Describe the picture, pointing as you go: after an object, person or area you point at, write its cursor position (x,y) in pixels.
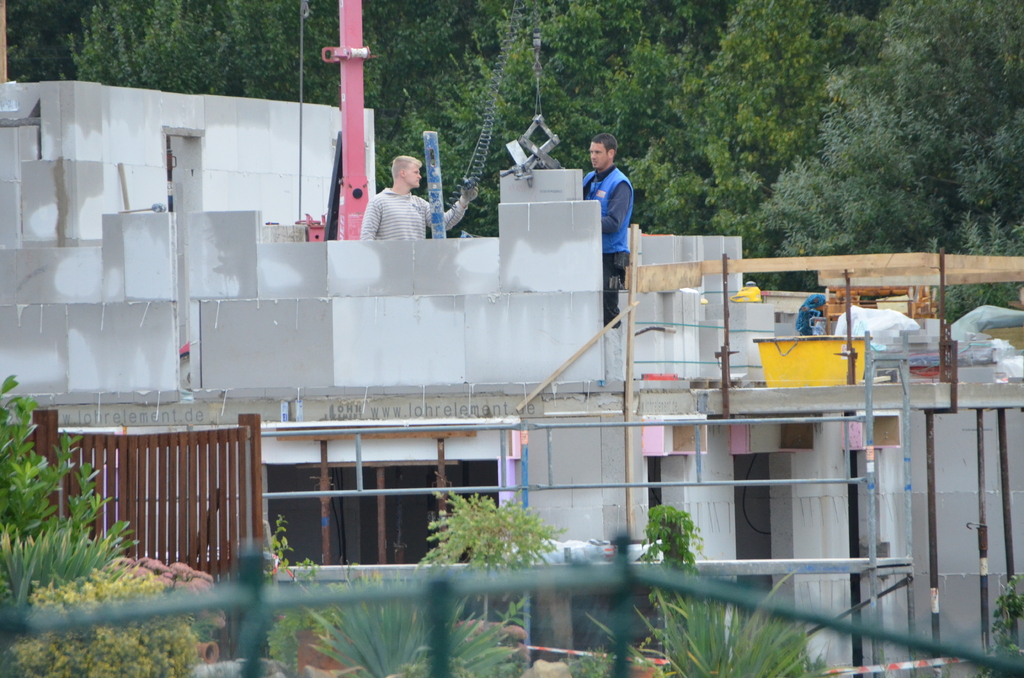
In this image in the center (495,300) there is a building (417,365), wooden sticks (635,387), pipes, railing (776,615), planter (732,623), poles (394,553) and some other objects (959,359) and there are two persons (423,207) standing. In the background (590,124) there are trees (845,98).
